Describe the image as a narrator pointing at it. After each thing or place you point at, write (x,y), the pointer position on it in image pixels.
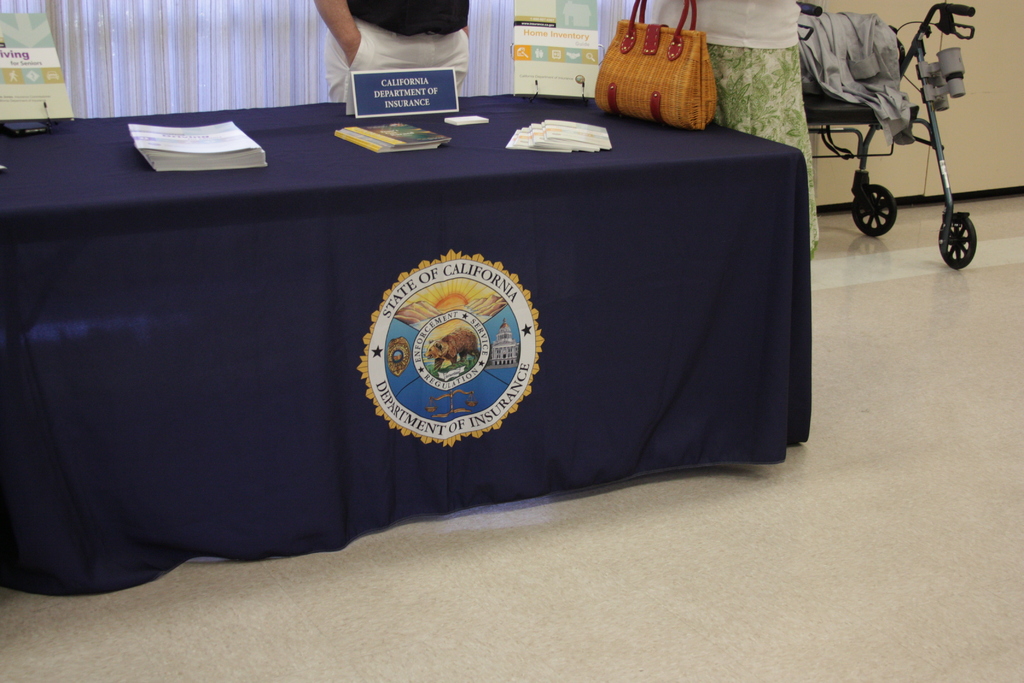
In this image I can see a table (337,464) covered with a cloth (476,443) and there is some logo (387,350) on it. There are papers (191,149), cards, there is a name board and a handbag (601,88) on the table (385,153). There are two persons (705,24) standing, also there are two boards (560,60) and in the top right corner (822,113) it looks like a wheelchair (868,195) with some cloth (885,88) on it.
